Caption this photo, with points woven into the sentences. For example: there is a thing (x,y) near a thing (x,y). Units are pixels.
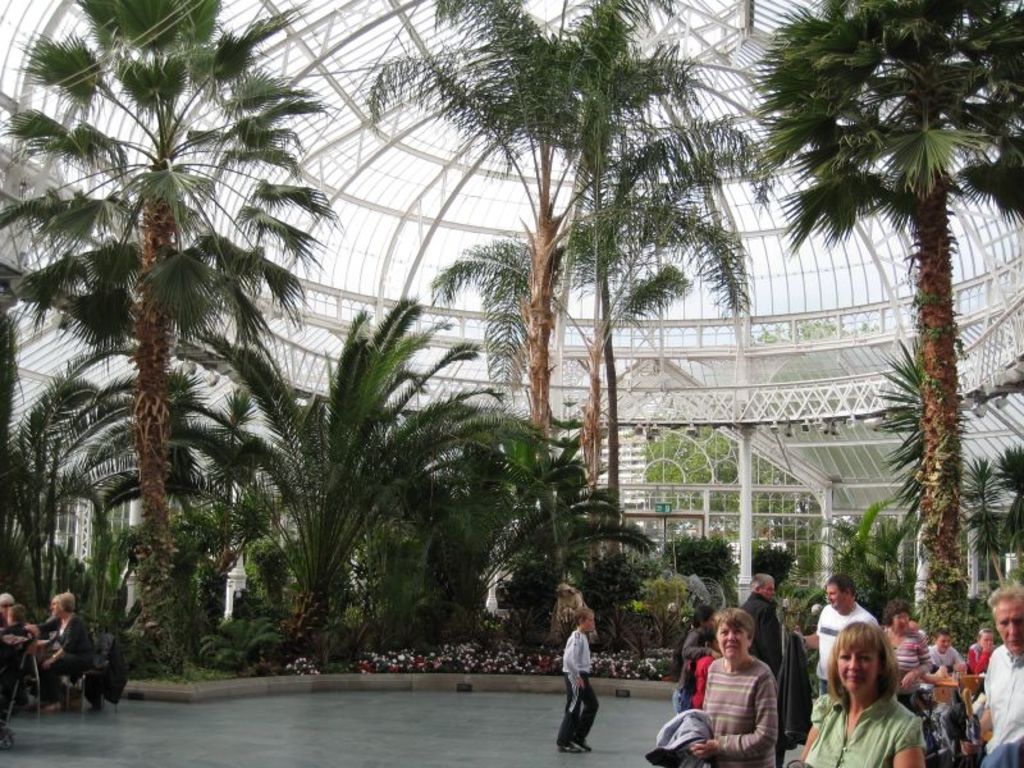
In this image, at the bottom (754,709) there are two women (830,725). In the middle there is a boy (580,703), he is walking. On the left (66,664) there are some people (76,655). On the right (907,645) there are some people (911,655). In the background (864,594) there are trees (464,99), roof (486,217), building (749,573), plants (553,602), floor (332,710).
